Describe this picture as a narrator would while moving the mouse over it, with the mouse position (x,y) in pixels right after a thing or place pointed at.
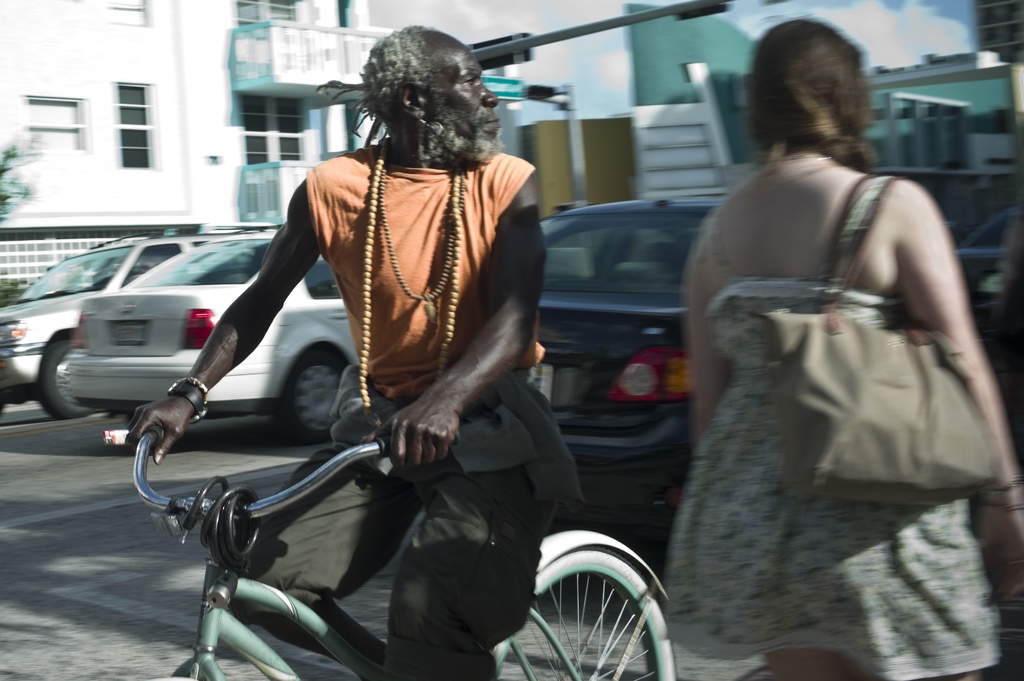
In this Image I see a man (567,481) who is on the cycle (630,650) and I see a woman (912,228) who is carrying a bag (861,223) and In the background (965,236) I see cars (965,236) and the buildings (719,113) and I see the sky (546,65).
